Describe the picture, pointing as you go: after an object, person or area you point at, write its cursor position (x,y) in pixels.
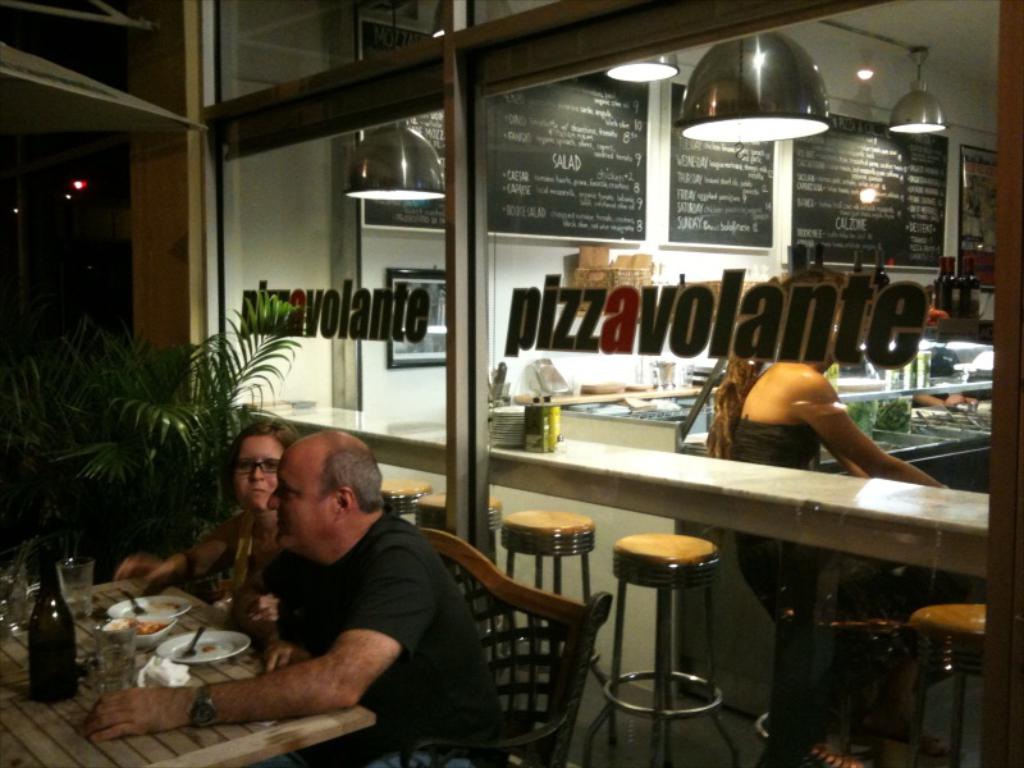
In this picture there is a man (370,606) who is wearing black dress (431,628) and watch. He is sitting on the chair (507,652). Beside him there is a woman (270,495) who is wearing spectacle (261,474) and black dress (260,579). Both of them are sitting near to the table (185,664). On the table (176,628) I can see the glasses (77,616), wine bottle (69,662), plates (179,640), forks (194,647), spoon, tissue papers (148,667) and food items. Behind them there is a glass partition (533,499). On the right (773,417) I can see the woman (757,378) who is sitting near to the table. At the top (767,75) I can see the lights (752,88).
